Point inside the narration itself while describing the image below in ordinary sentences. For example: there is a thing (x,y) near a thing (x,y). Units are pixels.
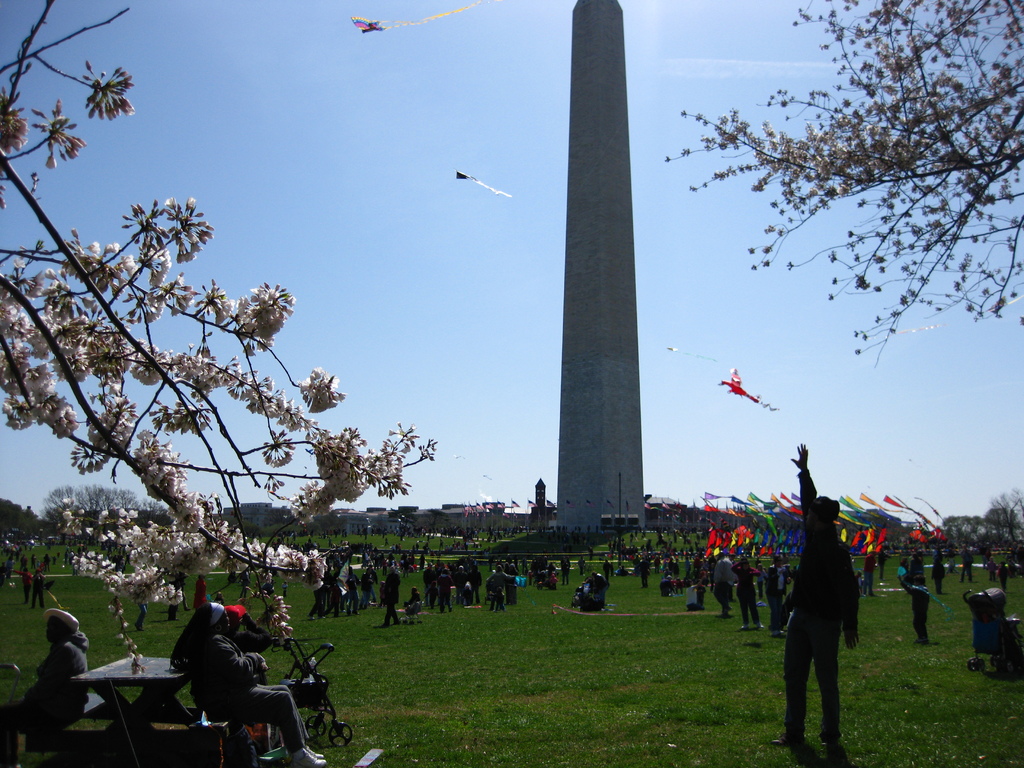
In this image we can see a group of people (412,565) on the ground (469,615). We can also see a trolley (329,722), a table (186,714), some benches (188,729), grass (827,749), a trash bin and some poles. On the backside (635,484) we can see a tower (639,424), trees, the flags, some buildings (466,515) and the kites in the sky (521,443).
